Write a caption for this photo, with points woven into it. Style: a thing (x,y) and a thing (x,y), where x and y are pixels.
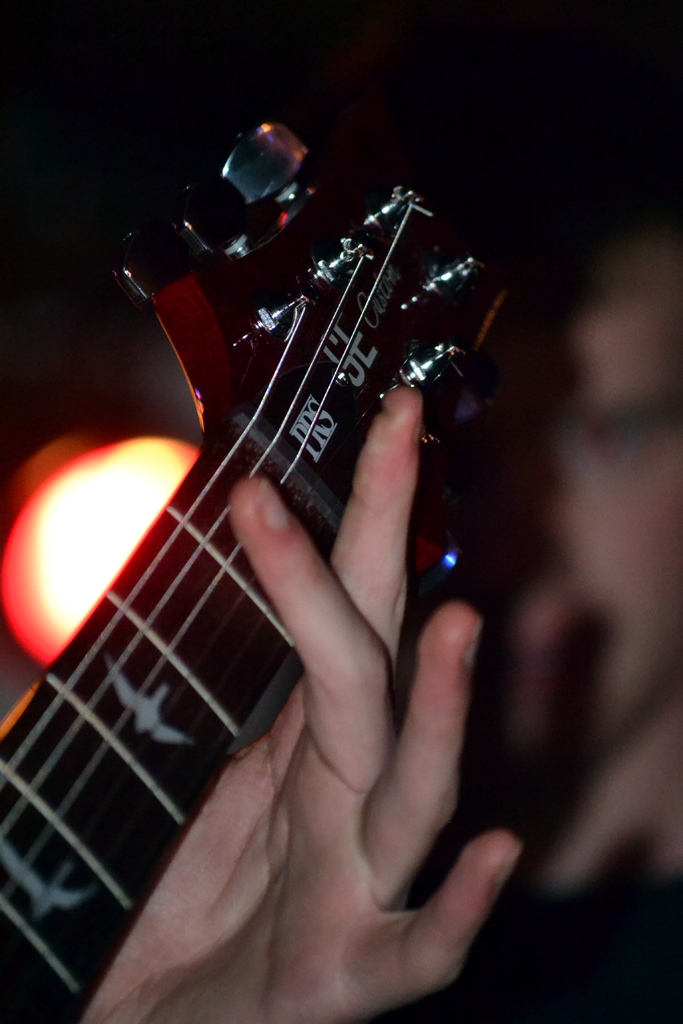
In this picture there is a side of the guitar (107,761).
